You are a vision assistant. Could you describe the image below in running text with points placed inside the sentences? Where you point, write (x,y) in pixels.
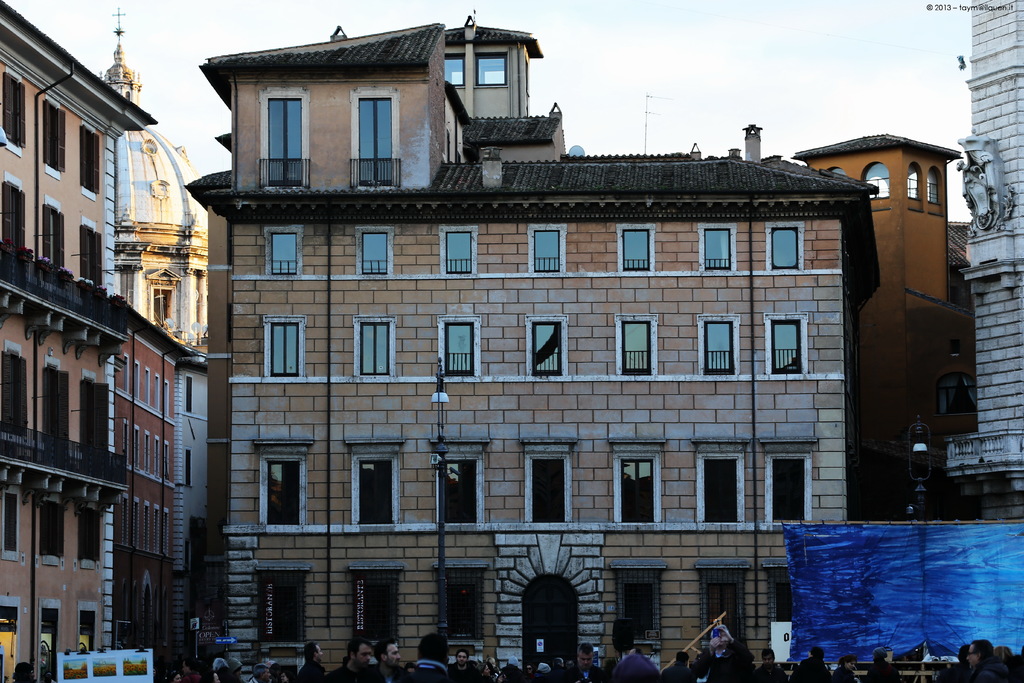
In this picture we can see a group of people (401,669) standing and behind the people (805,681), it looks like a banner (824,584) and poles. Behind the poles (921,451) there are buildings (366,367) and the sky (774,46).
